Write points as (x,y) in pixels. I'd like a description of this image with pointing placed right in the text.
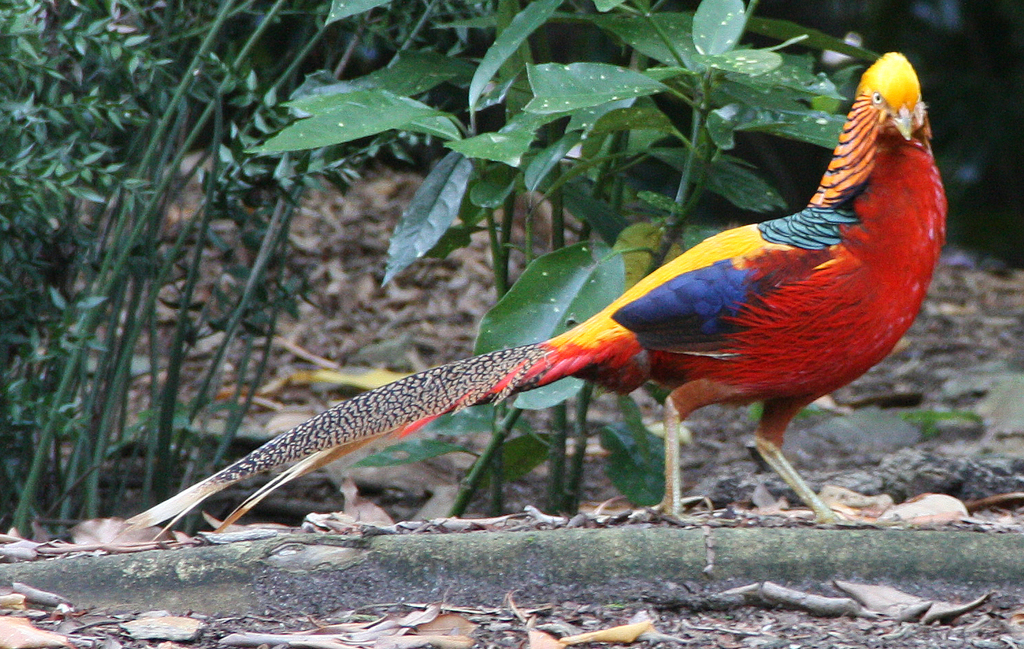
In this picture we can see a colorful bird (746,341). In the background (732,95) we can see green leaves (461,165) and stems (233,308). We can see the dried leaves (385,623) on the ground (555,529).
